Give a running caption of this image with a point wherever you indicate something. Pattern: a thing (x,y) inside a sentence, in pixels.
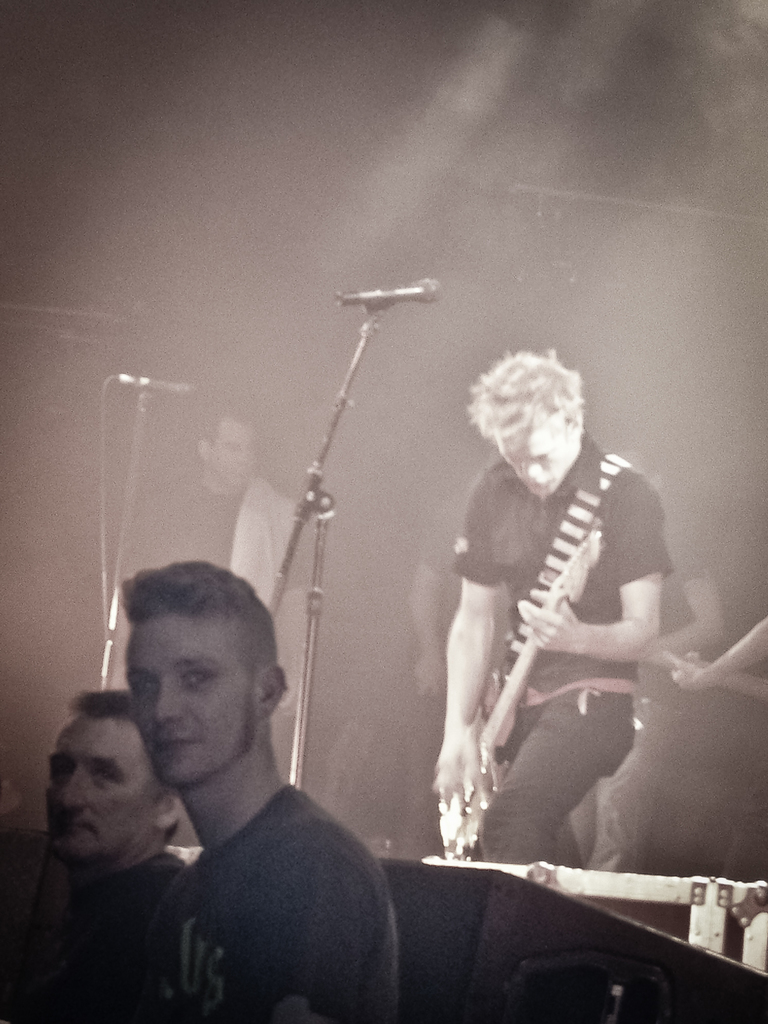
Person (579,619) playing guitar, here two persons (195,818) are standing, here there is microphone (419,295).
